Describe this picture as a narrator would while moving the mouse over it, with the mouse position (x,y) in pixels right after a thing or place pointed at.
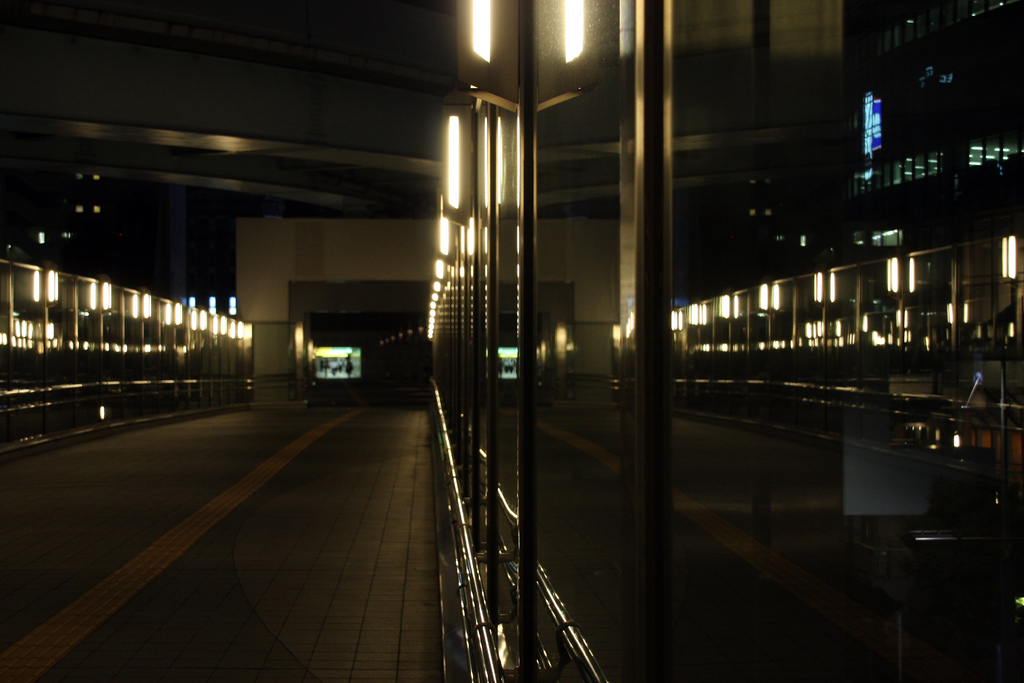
In this picture we can observe floor (143,617). On the right side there are glass doors (481,522) and lights (457,149). We can observe a wall (287,264) in the background (301,263). On the left side (106,249) there are lights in the background (146,244).
